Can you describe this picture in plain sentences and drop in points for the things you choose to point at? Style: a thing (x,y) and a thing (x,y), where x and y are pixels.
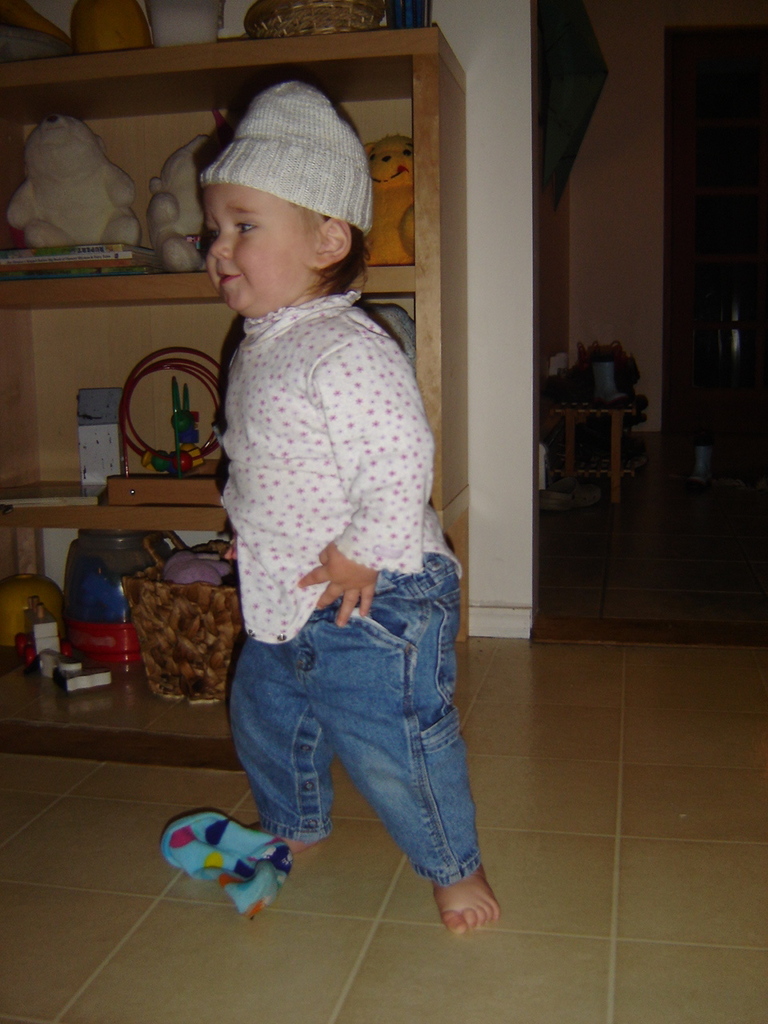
In this image I can see in the middle (288,517) there is a baby (380,649) standing, this baby (360,598) is wearing a trouser (361,621), t-shirt (311,445) and a cap (303,205). In the background (45,143) there are dolls (29,195) and other things (173,459) on the shelves (141,155).
